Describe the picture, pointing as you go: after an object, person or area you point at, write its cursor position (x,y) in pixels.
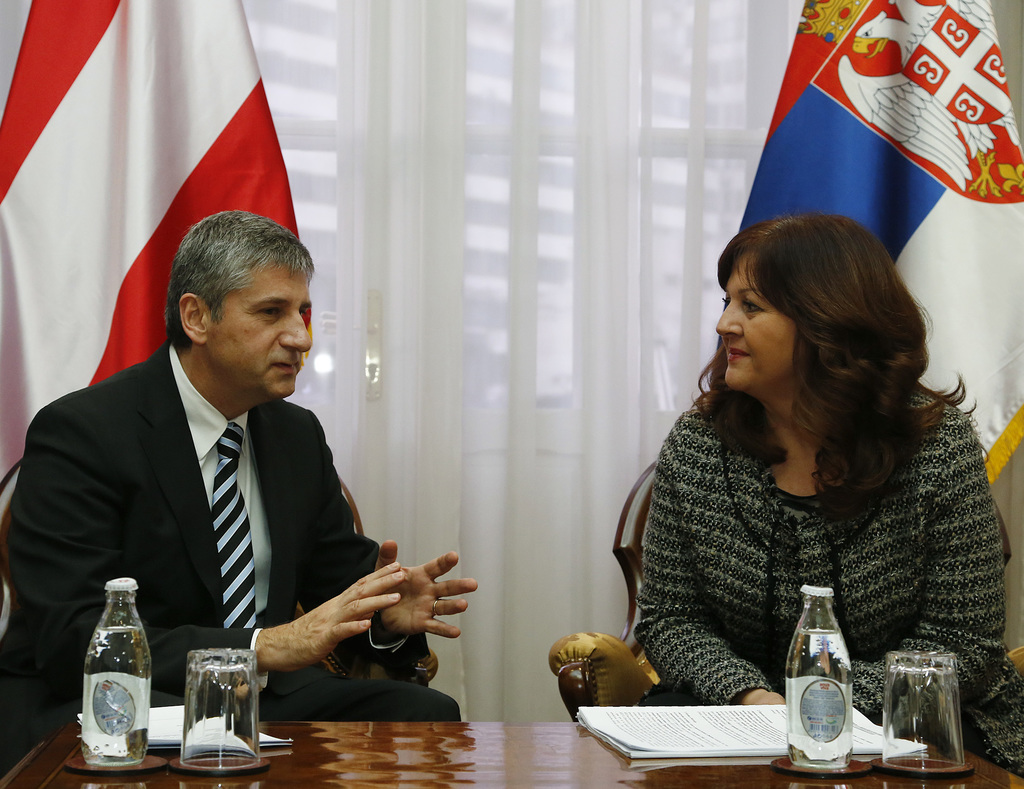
In this image I can see a woman (875,516) wearing grey and black colored dress (830,531) and a man (302,488) wearing white and black colored dress (201,504) are sitting on couches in front of a brown colored table (458,743). On the table (472,759) I can see two glasses (256,733), two bottles (108,653) and few papers (671,729). In the background (576,541) I can see the white colored curtain (524,291) and two flags (829,174).
